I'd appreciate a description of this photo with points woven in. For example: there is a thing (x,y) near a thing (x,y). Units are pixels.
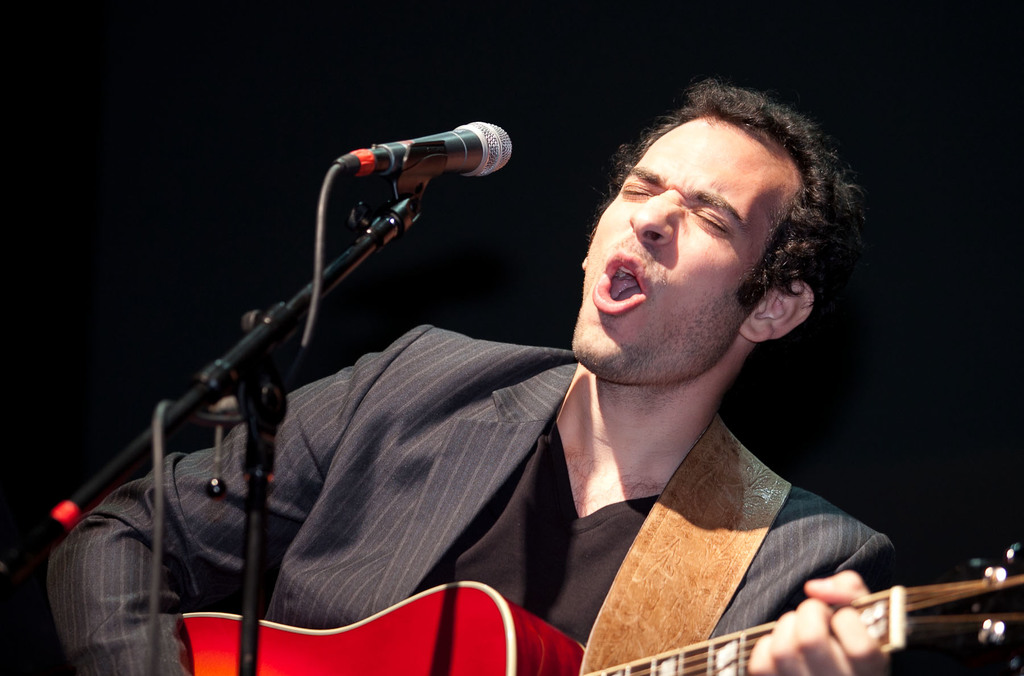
Here we see a man (752,114) playing guitar (965,598) and singing with the help of a microphone (509,147).
